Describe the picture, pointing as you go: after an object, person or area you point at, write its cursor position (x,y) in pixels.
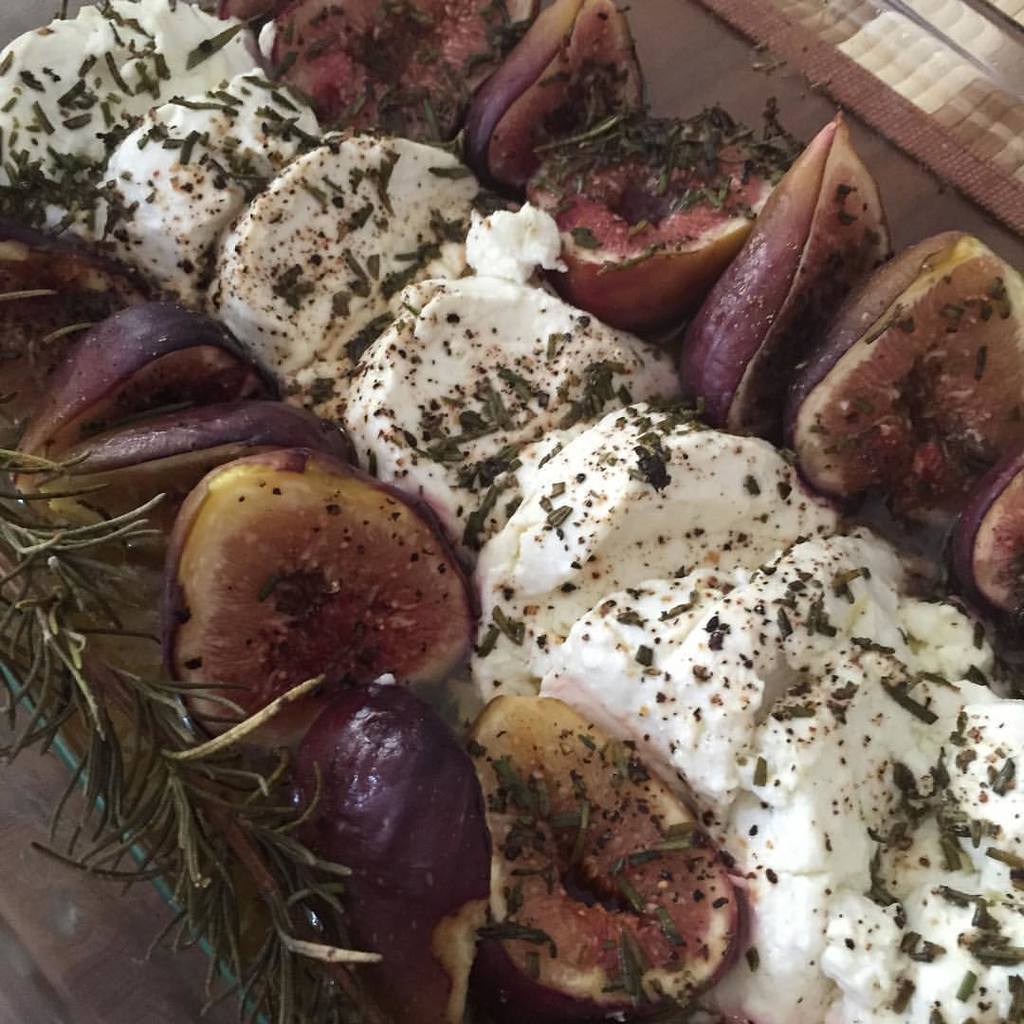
In this image we can see food (253,698).
